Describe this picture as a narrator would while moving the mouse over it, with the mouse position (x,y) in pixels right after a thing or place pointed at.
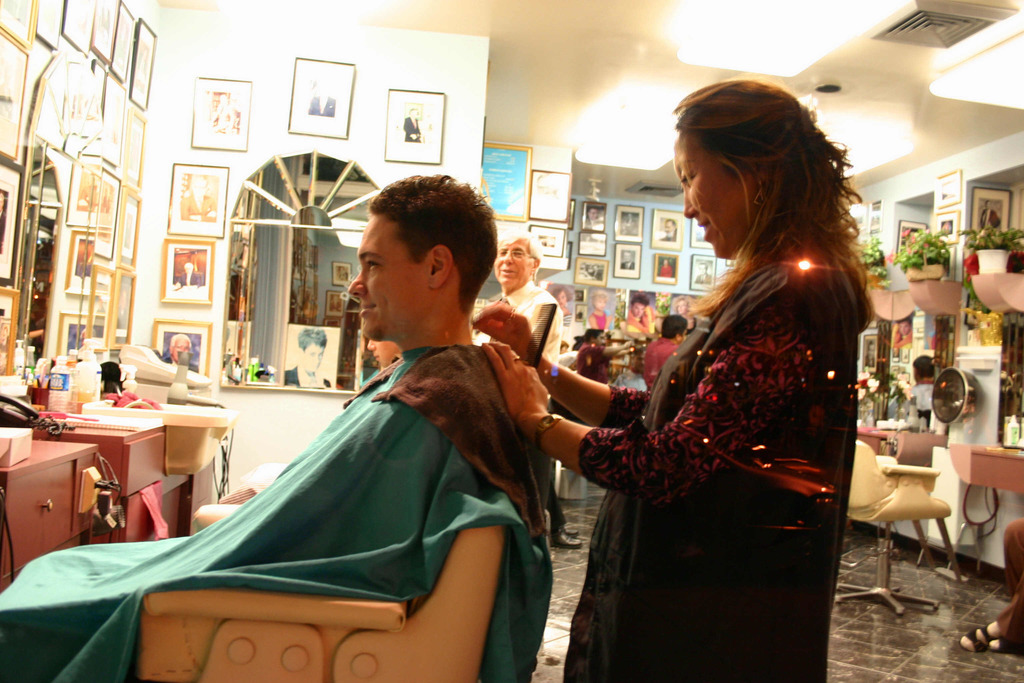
In this picture I can see that there is a person (433,341) sitting in the chair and this person (574,404) standing and holding a comb (535,322). In the background (526,271) there is another person (529,286) standing, on the left (31,271) there are mirrors (25,342) and other stuff (98,387) and in the background (575,323) there are some photo frames (665,265) on the wall (643,249) and there are some plants (931,237) and chairs (920,497).
